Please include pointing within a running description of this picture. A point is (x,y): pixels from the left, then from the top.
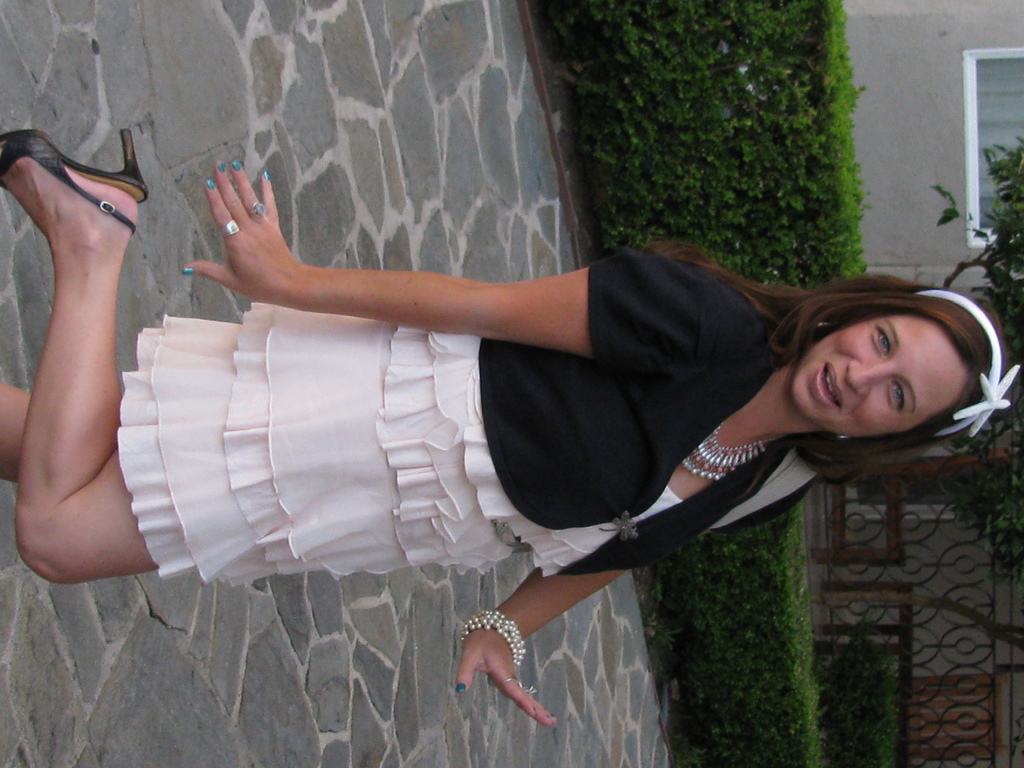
In this image we can see a woman (328,535) standing and smiling, behind her we can see some plants (728,151) and a tree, in the background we can see a building (954,249) and a gate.
